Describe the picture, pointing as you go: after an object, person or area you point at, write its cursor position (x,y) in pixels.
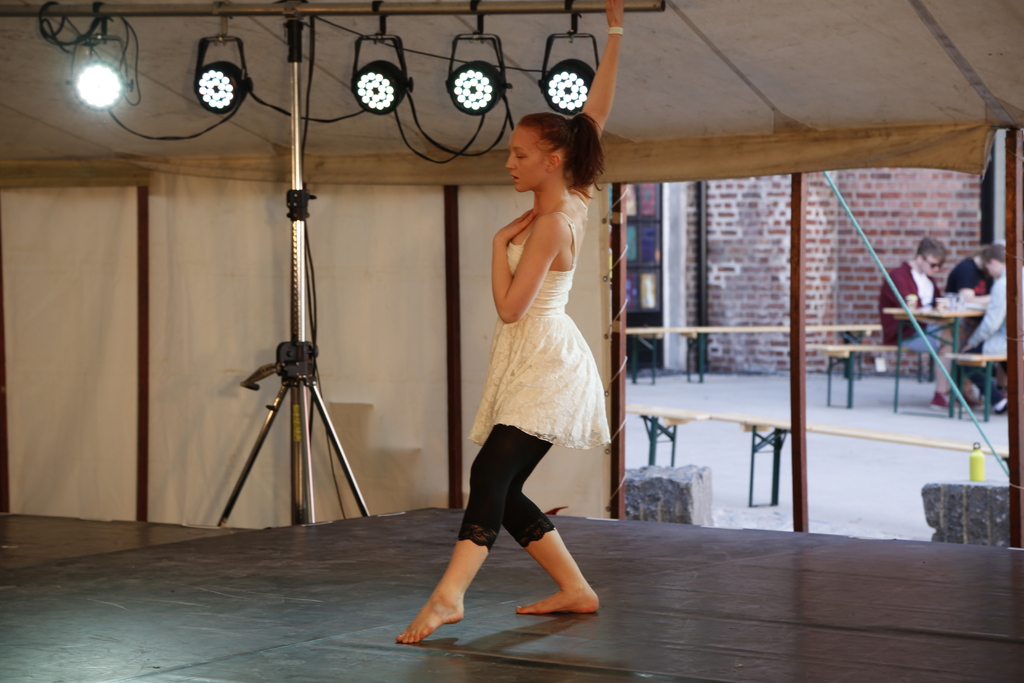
In the image there is a woman (529,281) in white dress (532,396) doing ballet dance on the stage (358,585) and in the back (294,84) there are lights (359,99) to a stand (290,31), on the right side (927,284) there are few people (988,333) sitting around table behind the tent opening (814,361) in front of the brick wall (779,235).
